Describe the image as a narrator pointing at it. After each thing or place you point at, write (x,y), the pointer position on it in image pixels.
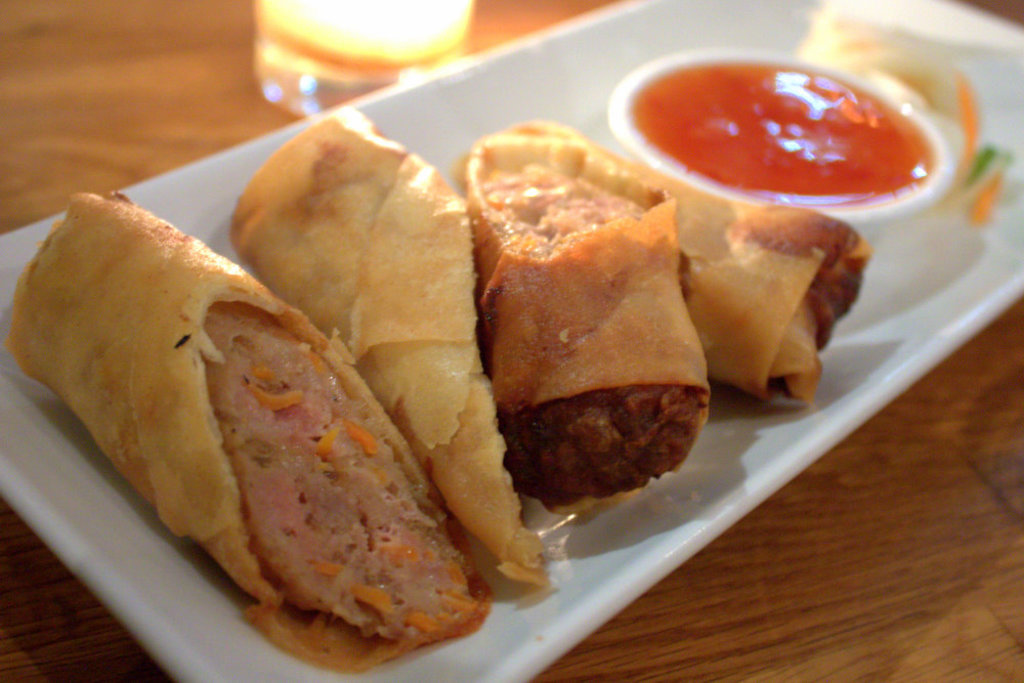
In this image there are food items (691,320) and a sauce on the plate (855,385), the plate (329,110) and a glass (318,42) are on the table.
